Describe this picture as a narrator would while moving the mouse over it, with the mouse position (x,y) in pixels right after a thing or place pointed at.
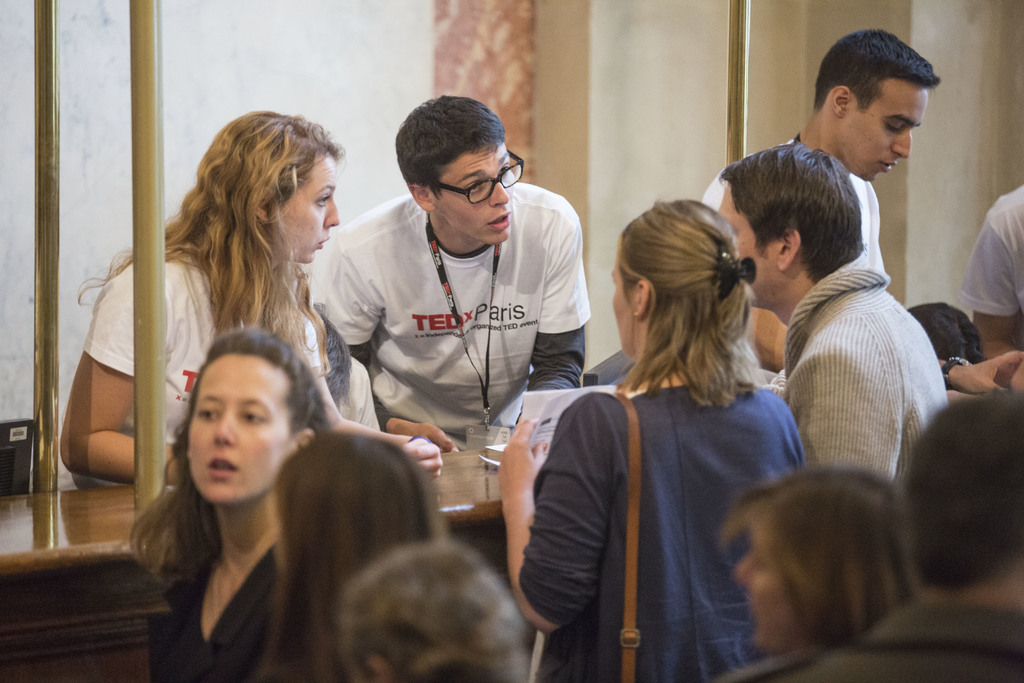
In this image there are group of persons (716,465) standing, there is a woman (684,325) wearing a bag (632,411) and holding an object (540,429), there is a wooden desk (113,564), there are metal rods (147,169) towards the top of the image (140,127), at the background of the image (95,142) there is a wall (466,36).
